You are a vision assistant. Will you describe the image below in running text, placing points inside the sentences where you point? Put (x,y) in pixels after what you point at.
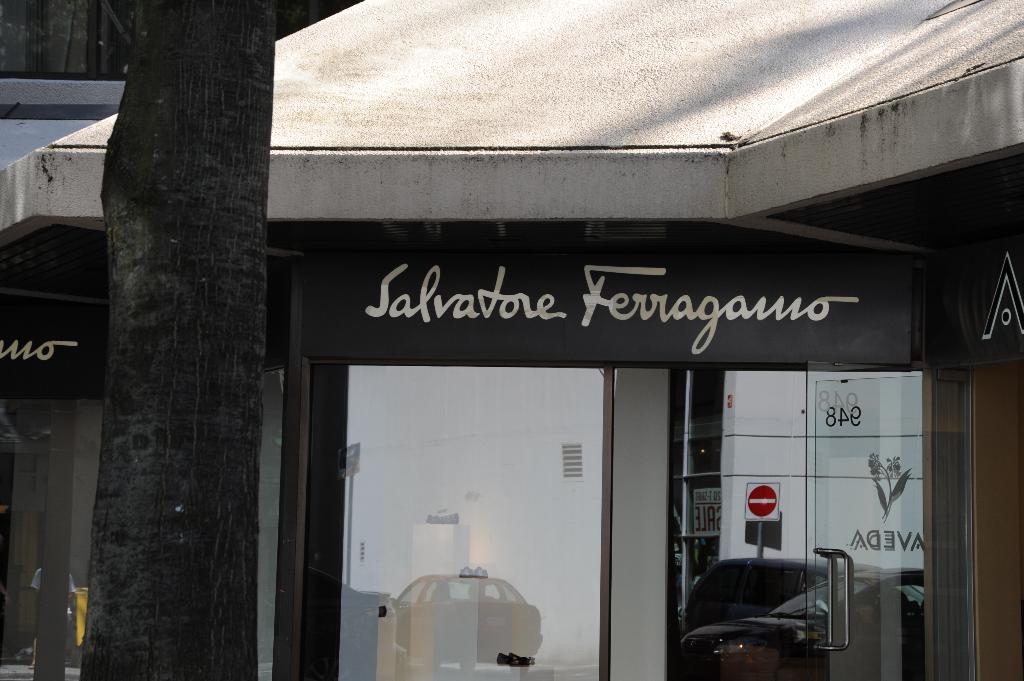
In this image we can see a building (539,161) with a signboard (530,329) with some text (684,317) on it, windows (690,568) and a door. In the foreground (185,470) we can see a tree (179,544).
